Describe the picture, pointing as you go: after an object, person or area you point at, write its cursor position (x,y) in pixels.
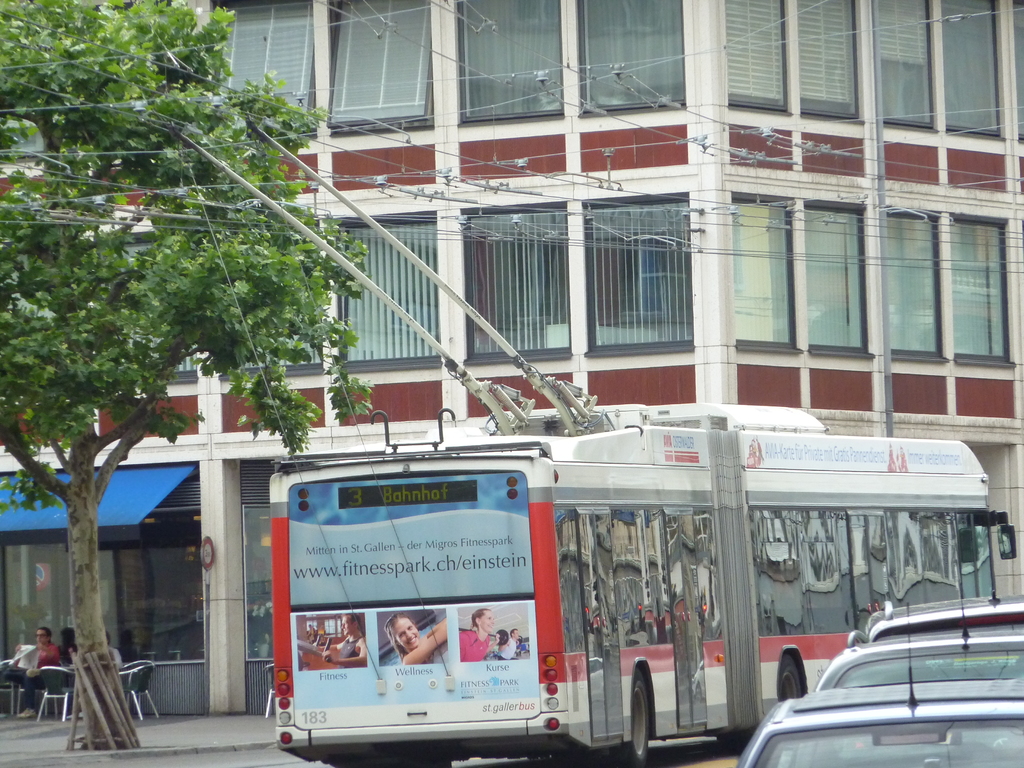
In this image I can see the building (903,427), windows (265,52), chairs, tree (29,258), wires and few vehicles (689,629). I can see few people (75,641) are sitting on the chairs (55,678).
